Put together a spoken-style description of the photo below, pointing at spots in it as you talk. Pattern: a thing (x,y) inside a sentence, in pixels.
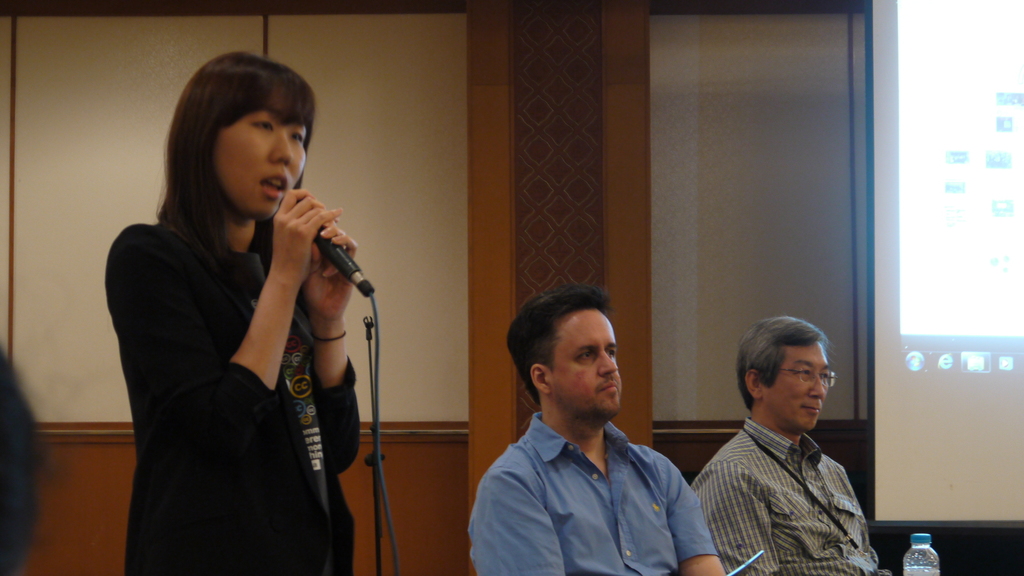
In this image there is a woman (264,277) standing and speaking in a mic (320,239) by holding it, beside the woman (267,354) there are two people (594,494) seated in chairs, in front of them there is a bottle (920,555), behind them there is a wooden wall (484,257) and a screen (973,274).
